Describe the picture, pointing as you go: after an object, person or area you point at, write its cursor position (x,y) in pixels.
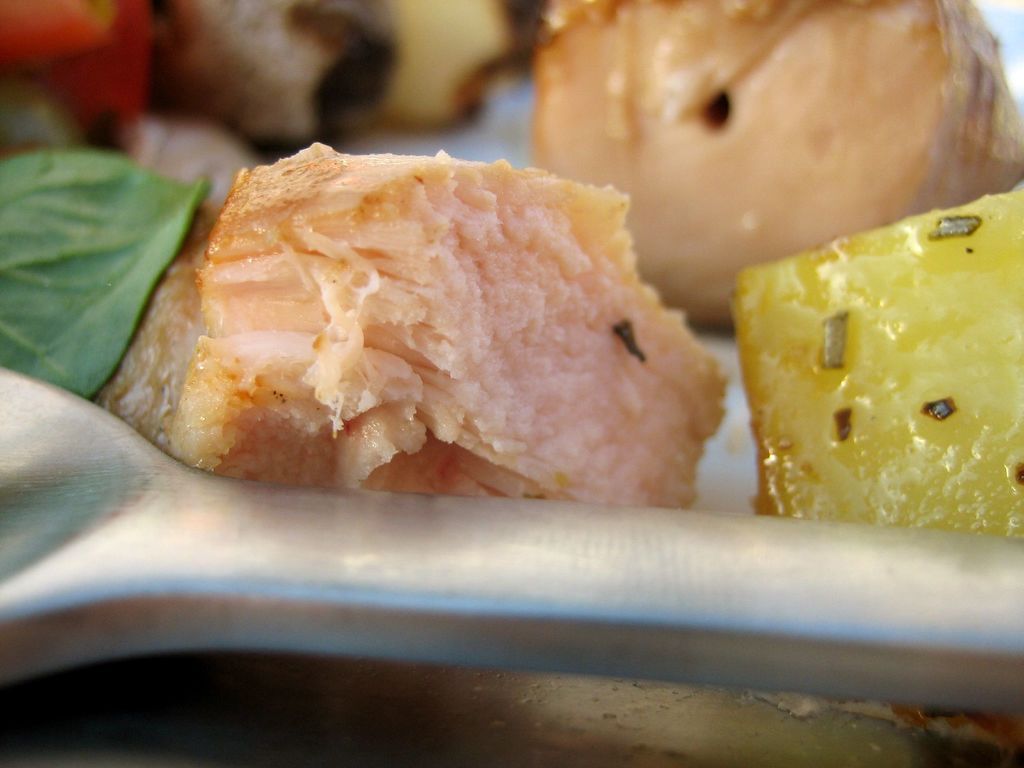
In this image, we can see a spoon (256,602) and some food (630,348). On the left side of the image (100,210), we can also see a leaf (83,283). In the background (360,138), we can also see some food item (656,169).
